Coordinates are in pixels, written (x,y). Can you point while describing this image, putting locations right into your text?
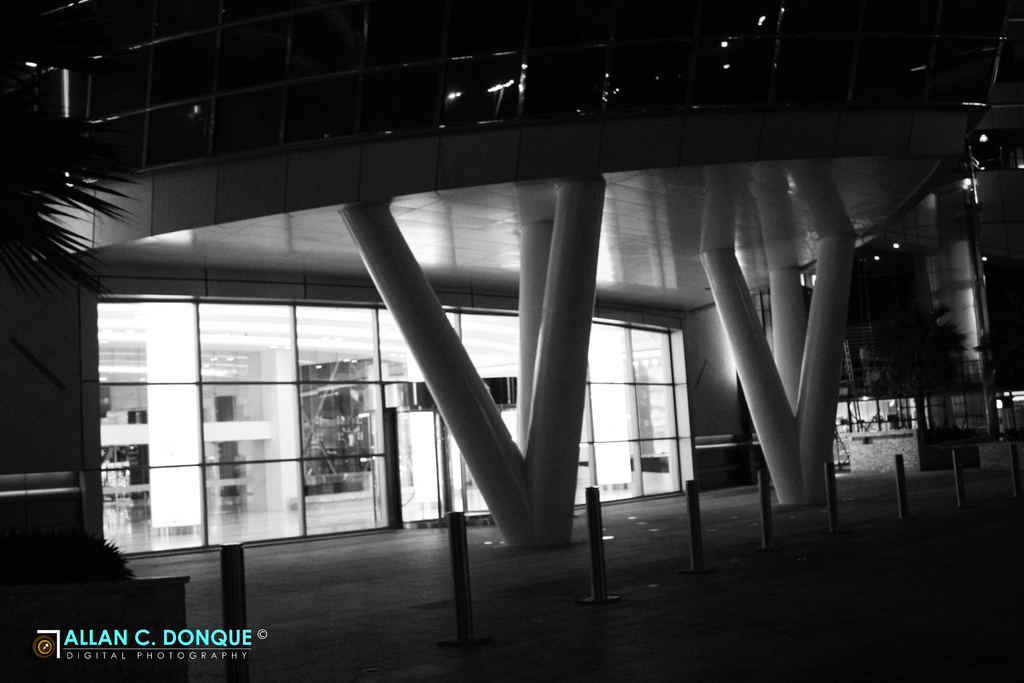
In this image we can see safety poles (598,526) at the center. There is a building (416,470). There are trees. There is some text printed at the bottom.
